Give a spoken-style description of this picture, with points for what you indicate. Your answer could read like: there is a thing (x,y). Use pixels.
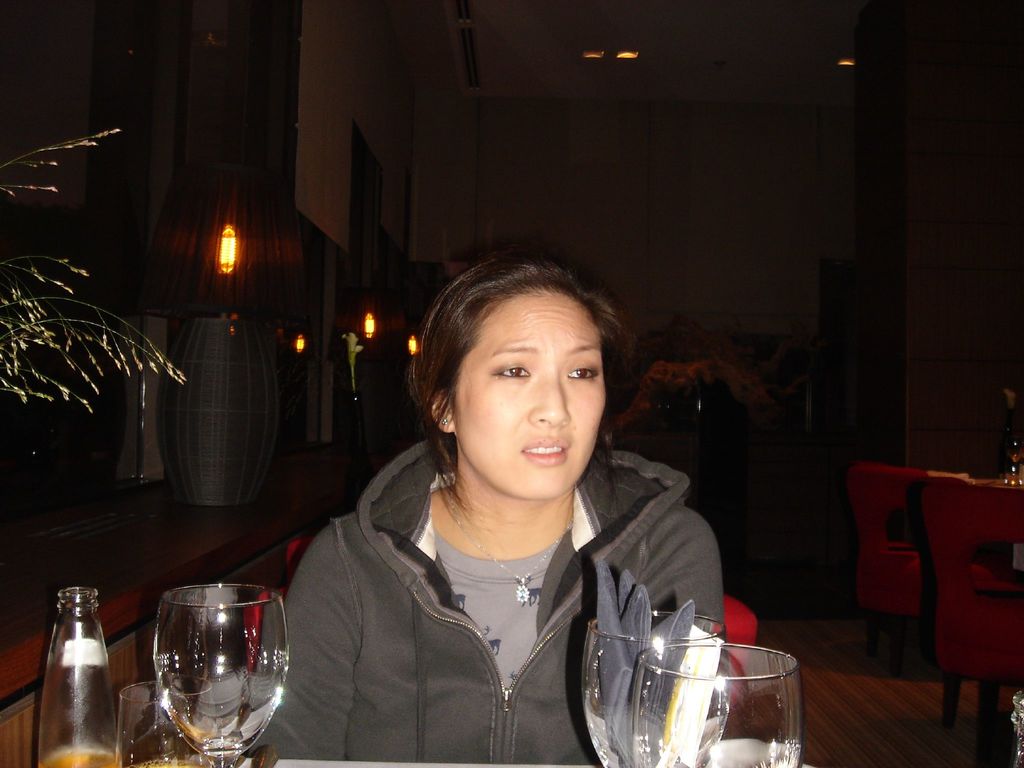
In this picture there is a woman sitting and staring at something. There is a table (338,764) in front (205,724) her, it has some wine glasses (218,721), wine bottle (111,752) and napkin (643,608) on it.
